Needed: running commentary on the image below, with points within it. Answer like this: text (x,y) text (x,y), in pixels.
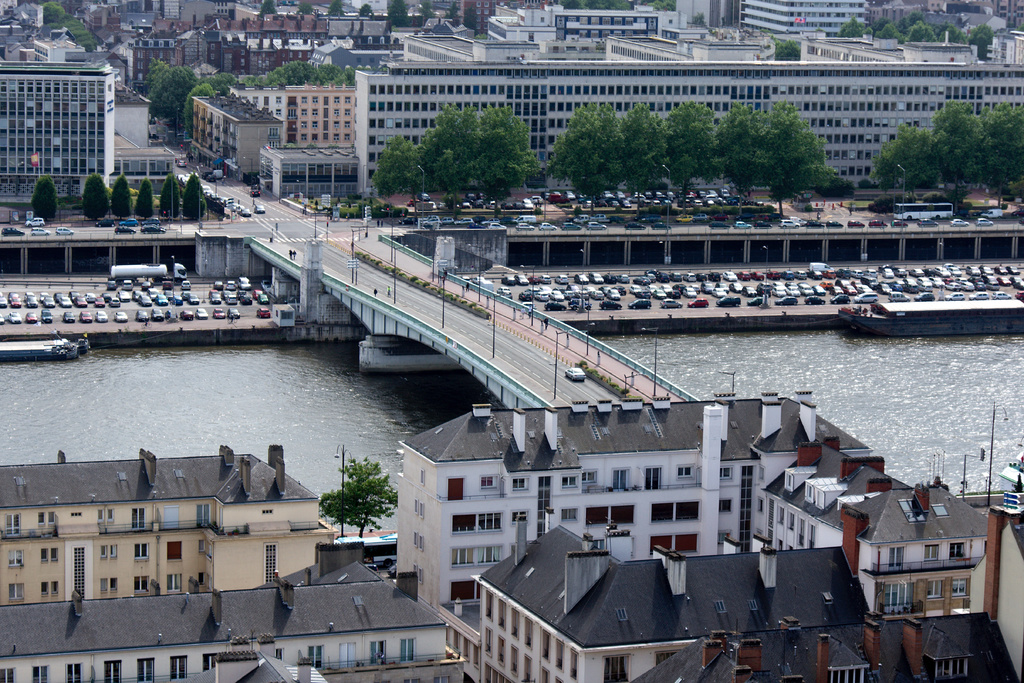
In this image in the front (712,514) there are buildings (558,526). In the center (434,312) there is a bridge (474,331) and on the bridge (518,357) there is a car (582,378) moving and there are plants (471,303), poles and under the bridge (574,354) there is water (288,408). In the background (174,198) there are cars (642,284), trees (461,177) and buildings (603,86).
